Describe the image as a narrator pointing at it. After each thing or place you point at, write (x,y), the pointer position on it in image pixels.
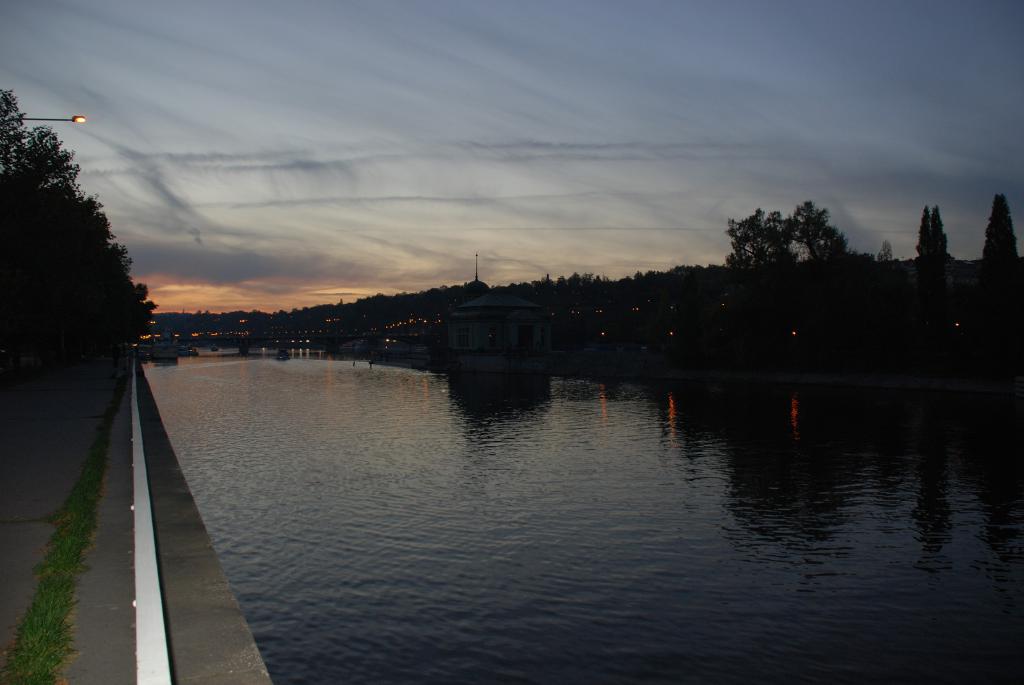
In the center of the image (543,290) we can see trees (865,331), houses (456,311), electric light poles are there. At the top of the image (442,68) clouds (442,68) are present in the sky (522,141). At the bottom of the image (534,604) water (705,613) is there. On the left side of the image (131,498) road (91,598), grass (62,550) are present.
